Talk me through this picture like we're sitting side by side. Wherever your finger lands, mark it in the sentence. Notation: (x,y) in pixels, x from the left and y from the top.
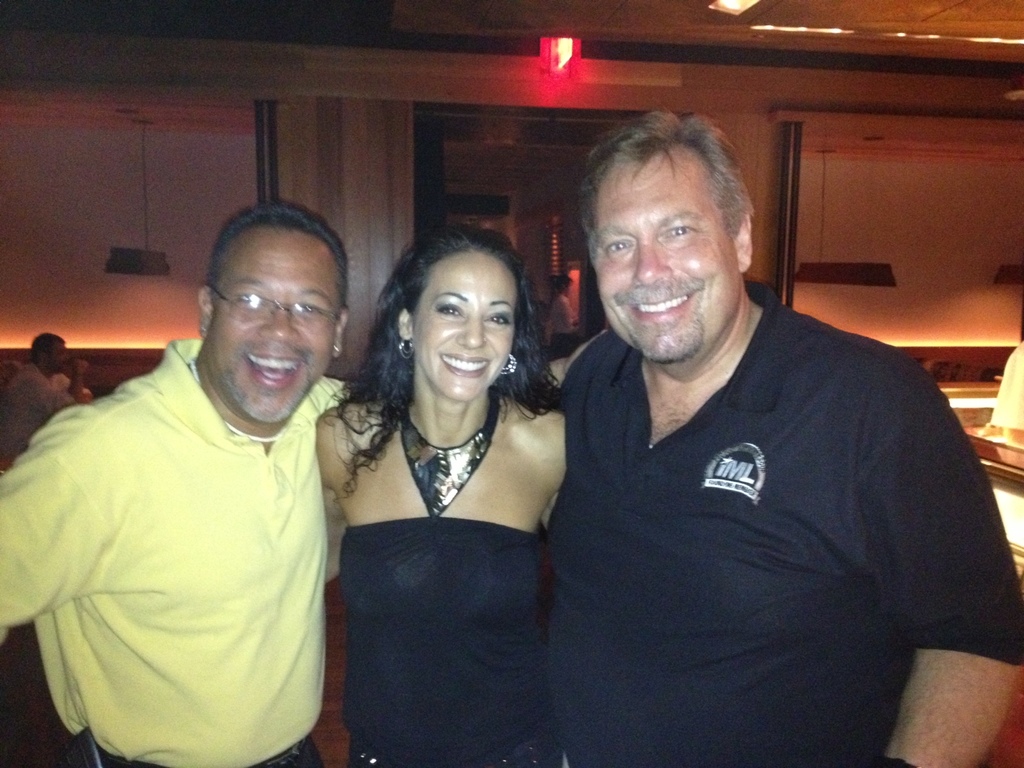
In this image, there are three persons (521,326) wearing clothes (314,611) and standing in front of the wall (857,167). There is a person (277,417) in the left side of the image (255,413) wearing spectacles (263,305). There is a light (572,52) at the top of the image (554,60).
